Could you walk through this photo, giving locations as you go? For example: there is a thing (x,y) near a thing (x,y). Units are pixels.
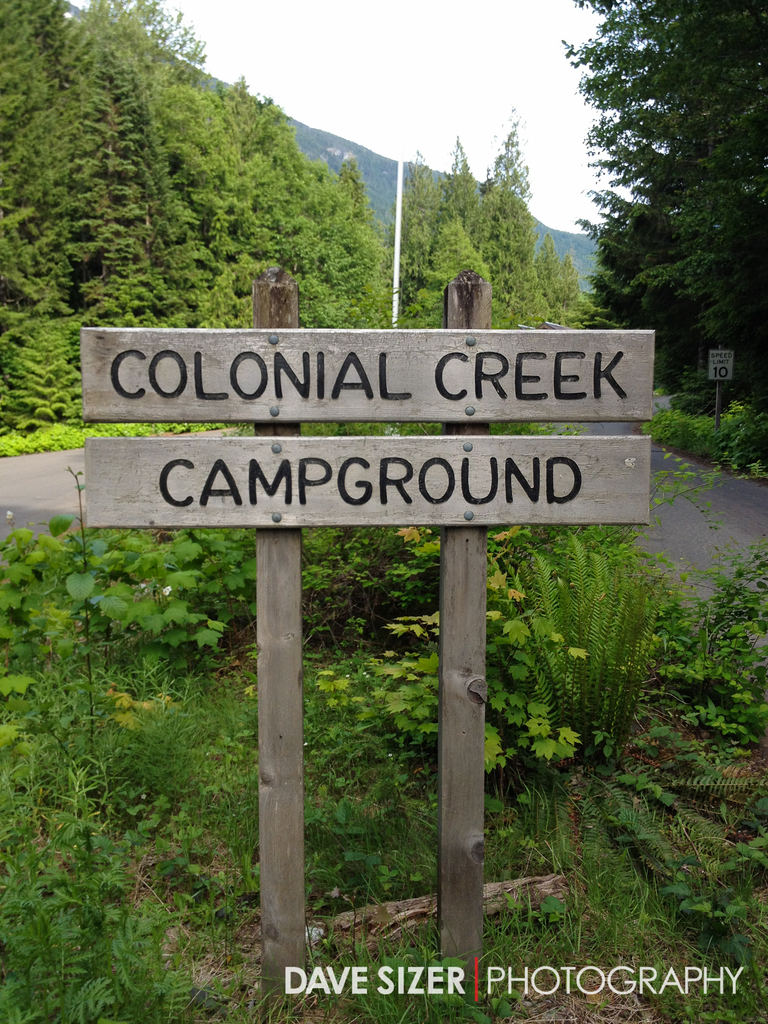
In this picture we can see some plants (560,722) at the bottom (149,730), there are two wooden boards (409,411) in the front (409,380), in the background (523,249) we can see trees (528,218), there is the sky (307,73) at the top of the picture (345,44), we can see some text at the right bottom (539,986).
